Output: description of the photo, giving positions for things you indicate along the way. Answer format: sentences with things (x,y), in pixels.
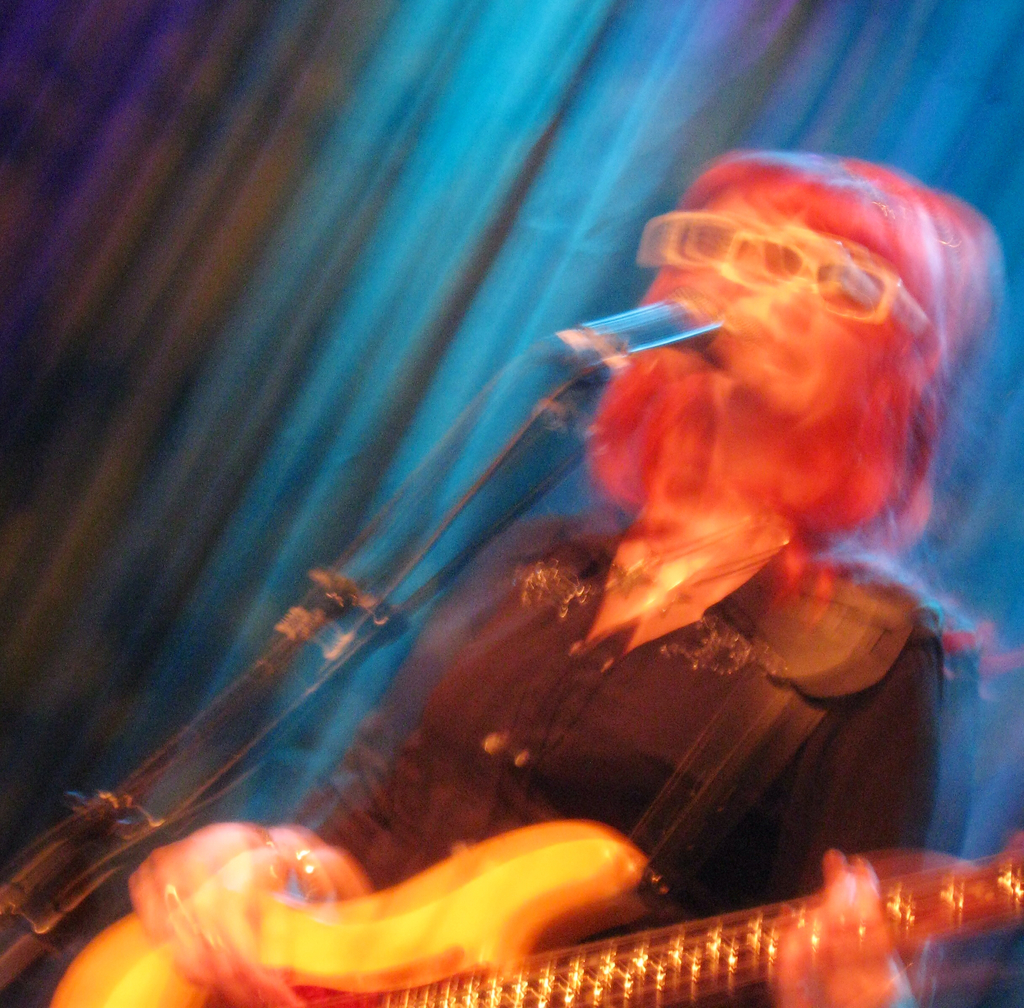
Bottom right side of the image (704,830) a person (761,422) is standing and holding a guitar (166,990). Bottom left side of the image (42,927) there is a microphone (571,339) and the image is blur.
